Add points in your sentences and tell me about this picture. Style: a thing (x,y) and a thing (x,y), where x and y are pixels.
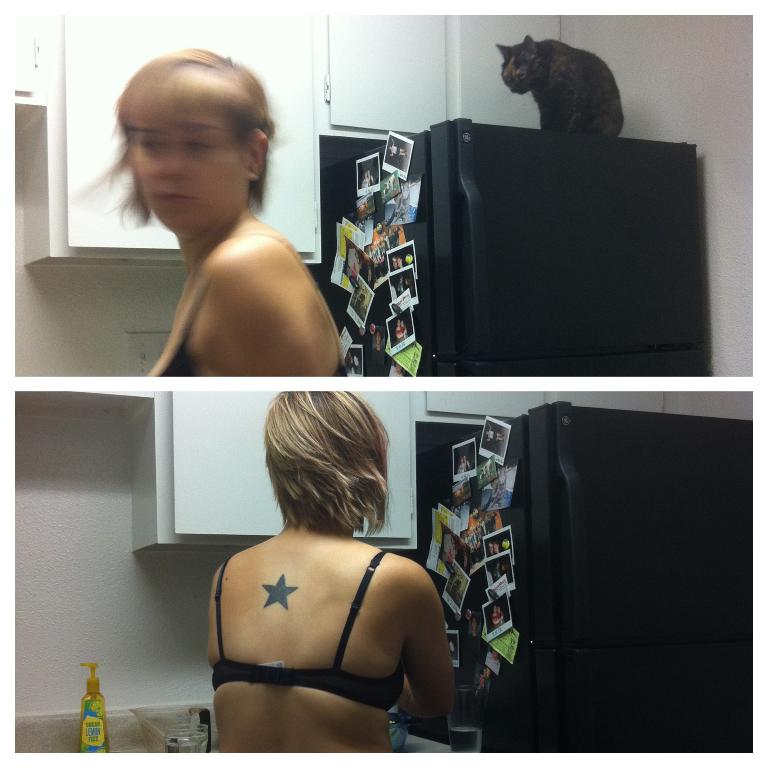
In the image on the top (261,206) we can see one woman (272,229) standing. In the background (740,134) there is a wall (728,129), fridge (592,277), cat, notes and cupboards (42,168). And in the bottom of the image, we can see one woman (372,662) standing. In the background (111,561) there is a wall (70,553), fridge (554,609), one spray bottle (91,747), glasses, notes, cupboards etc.
